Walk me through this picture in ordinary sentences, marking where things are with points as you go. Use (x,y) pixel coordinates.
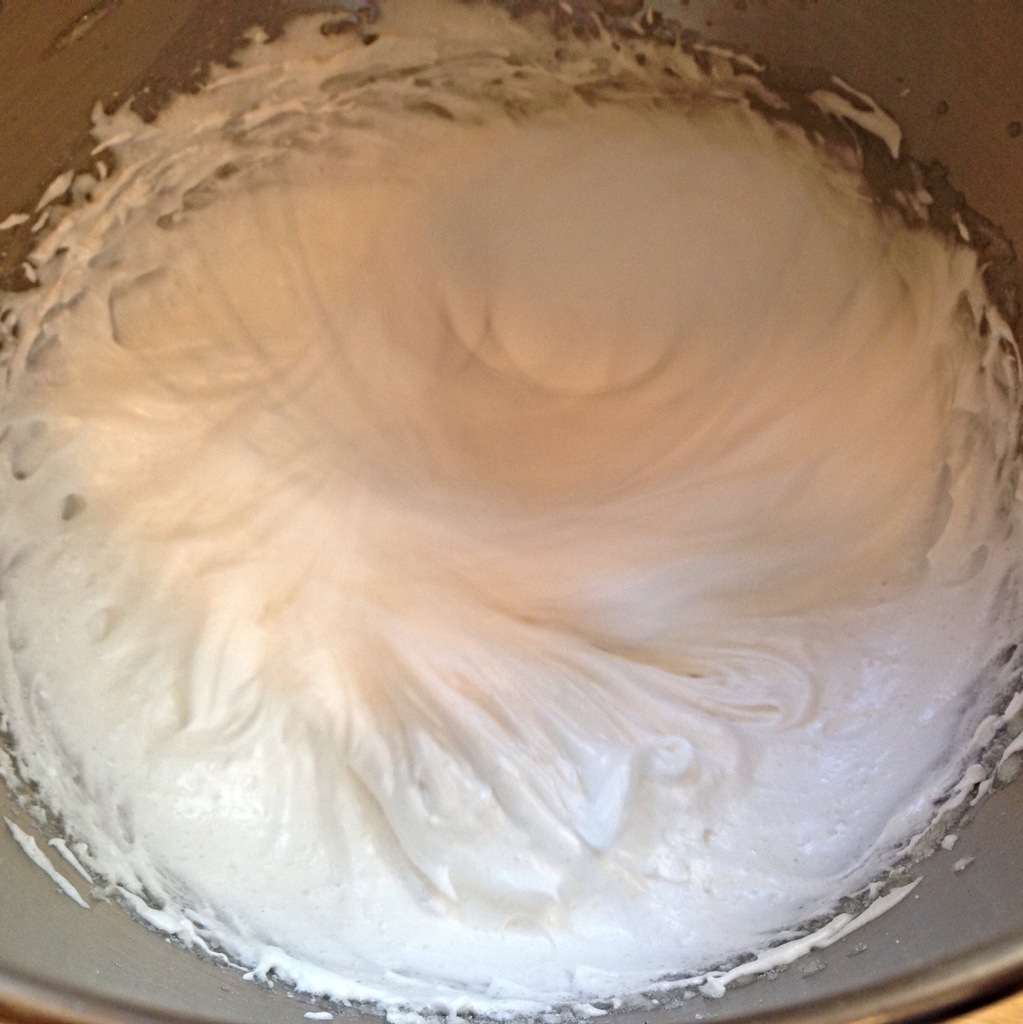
There is a white color cream (293,429) in a vessel (144,59). And the background (166,7) is gray in color.
